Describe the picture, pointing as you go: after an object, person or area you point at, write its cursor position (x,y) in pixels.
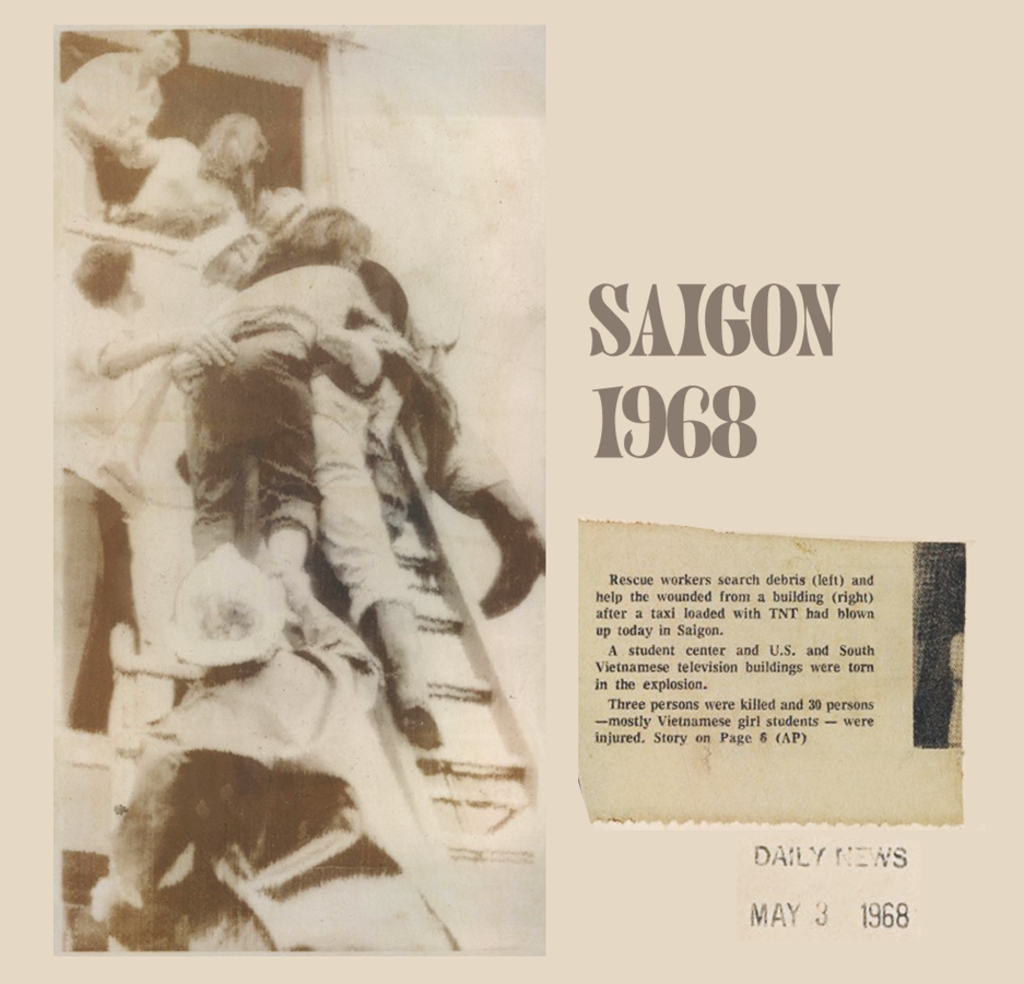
In this image, we can see a poster (967,35), on that poster (465,120) we can see some text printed on it.
